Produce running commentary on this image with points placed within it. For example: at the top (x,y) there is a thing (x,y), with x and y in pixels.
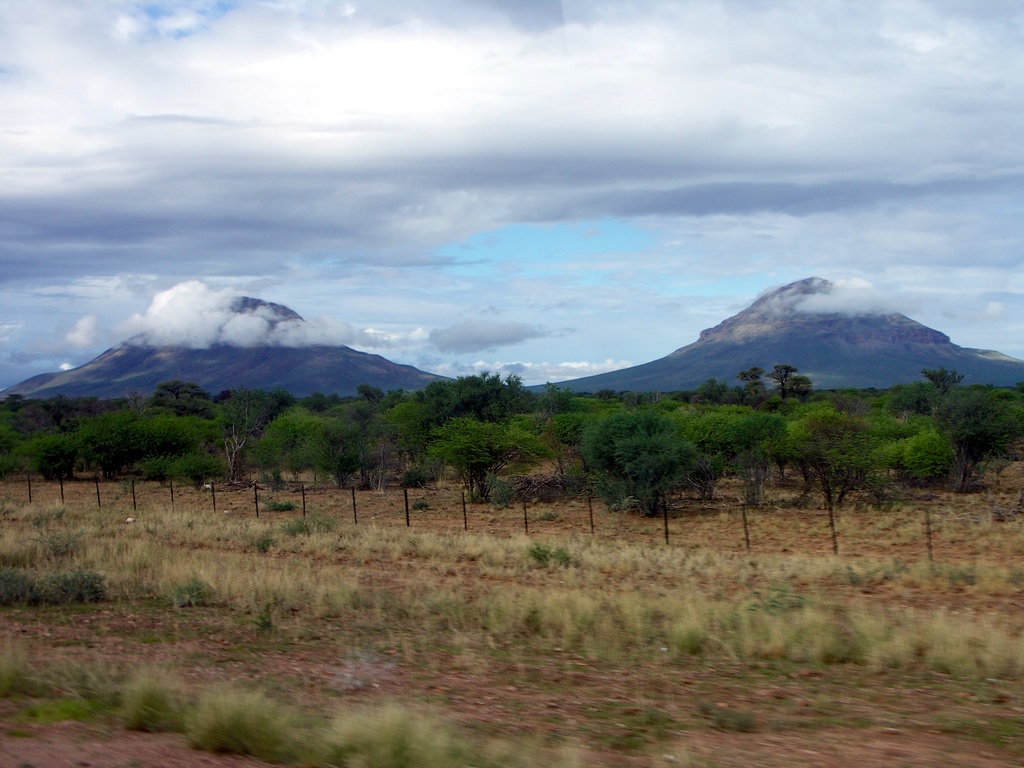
In this picture there are trees (45,427) and mountains (875,319). At the top (639,240) there is sky (620,262) and there are clouds (734,231). At the bottom (768,635) there are plants (672,617) and there is mud (739,752).
